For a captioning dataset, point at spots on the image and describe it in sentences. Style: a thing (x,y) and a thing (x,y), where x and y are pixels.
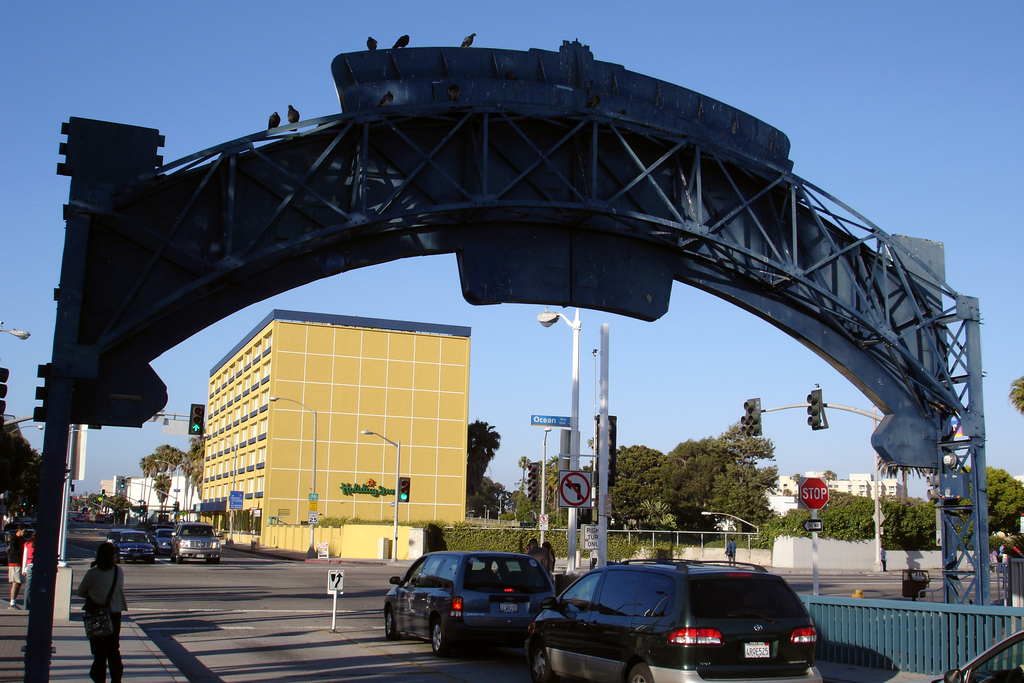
In this image few vehicles (436,592) are on the road (382,612). Left side (24,537) few people (103,638) are on the pavement (23,628). Few traffic lights (48,394) are attached to the poles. Right side there is a fence (833,610). There are street lights (571,563) on the pavement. Few boards (573,478) are attached to the poles (396,512). Front side of the image there is an arch (405,119). Background (457,473) there are trees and buildings (429,472). Top of the image (907,101) there is sky (909,93).
